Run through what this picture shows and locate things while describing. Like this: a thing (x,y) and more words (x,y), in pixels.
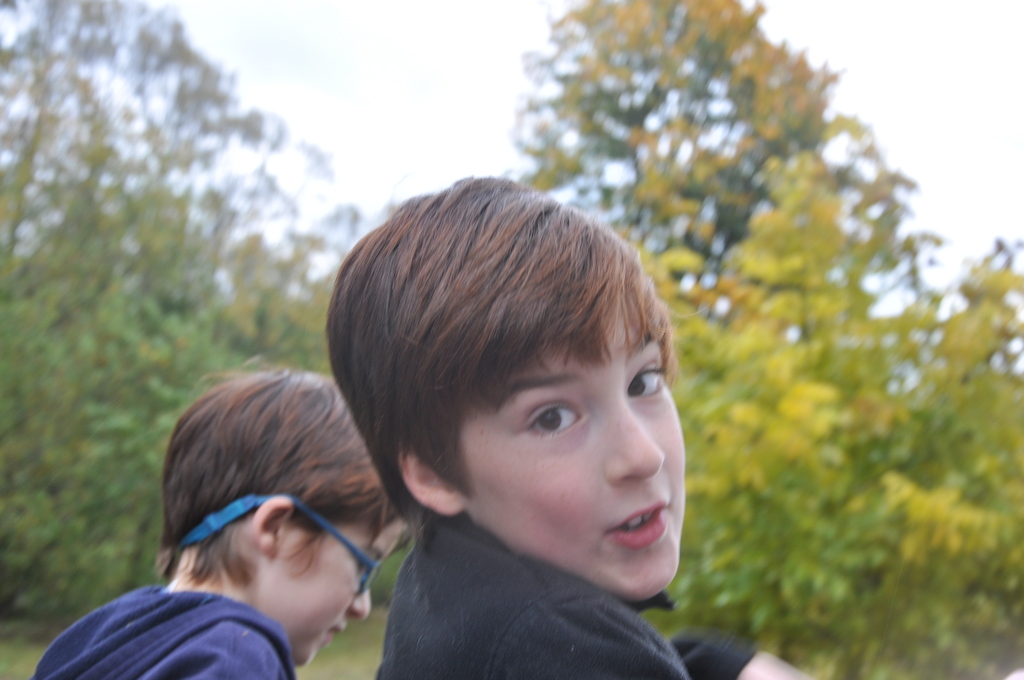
In this image I can see a boy (564,465) wearing black dress (481,582) and another boy (204,558) wearing blue dress (190,630) and blue spectacles (372,583). In the background (23,306) I can see few trees (289,344) and the sky (444,139).
